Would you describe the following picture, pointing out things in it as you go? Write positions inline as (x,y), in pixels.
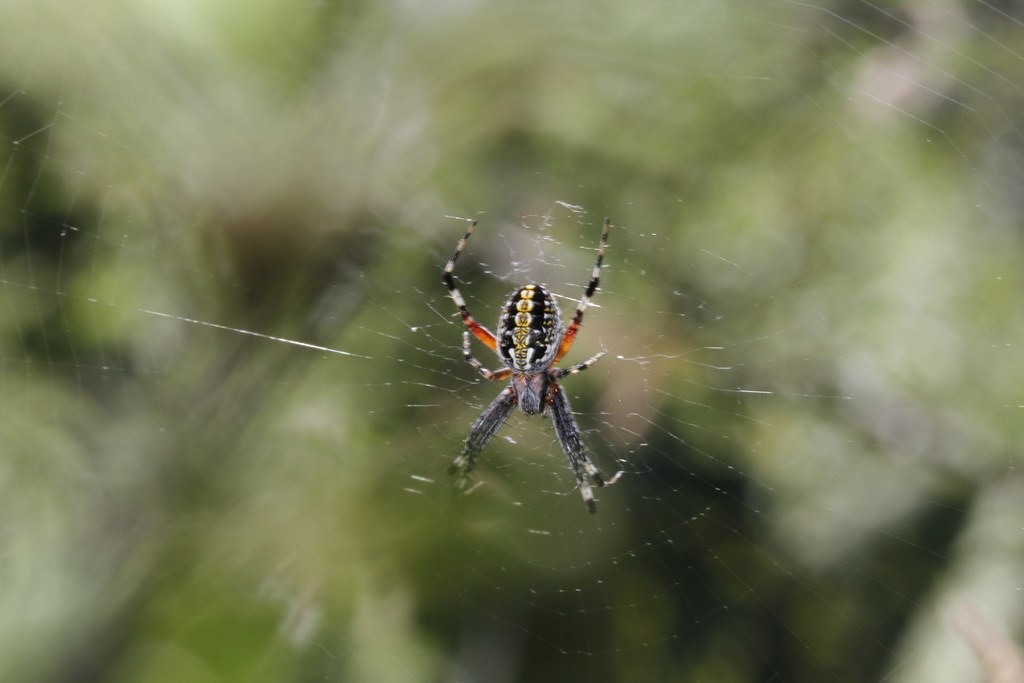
In this image we can see a spider (485,336) in the web (635,359).
